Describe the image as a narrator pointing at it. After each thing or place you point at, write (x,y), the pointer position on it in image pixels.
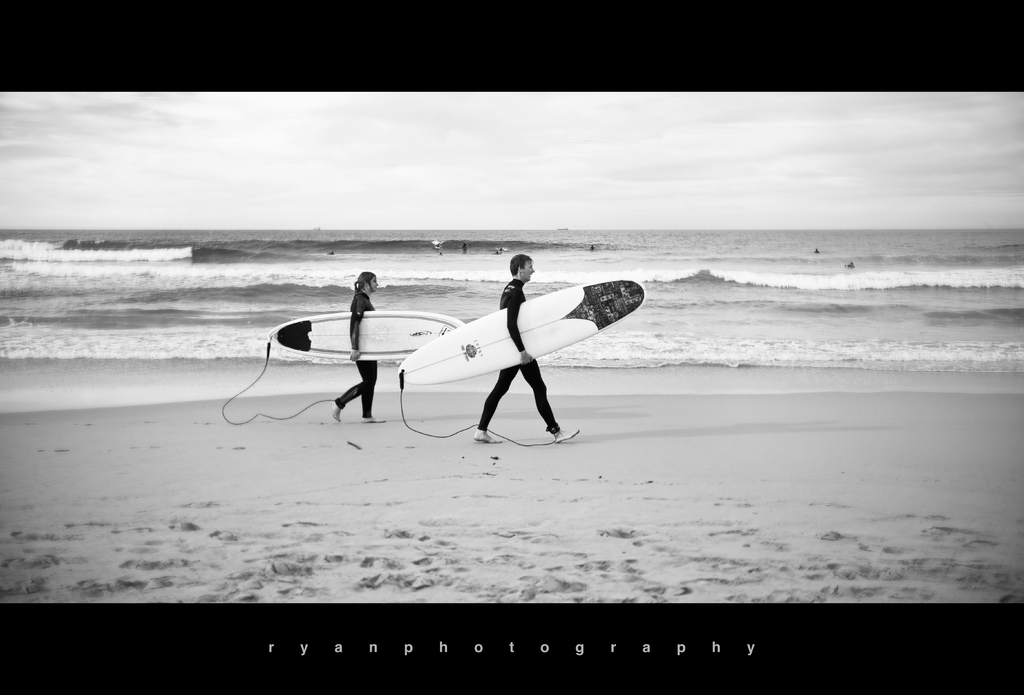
In the center (488,364) we can see two persons (357,350) were walking they are holding surfboard (423,348). and back we can see few more persons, sky (467,165) with clouds (452,143) and water (711,331).
